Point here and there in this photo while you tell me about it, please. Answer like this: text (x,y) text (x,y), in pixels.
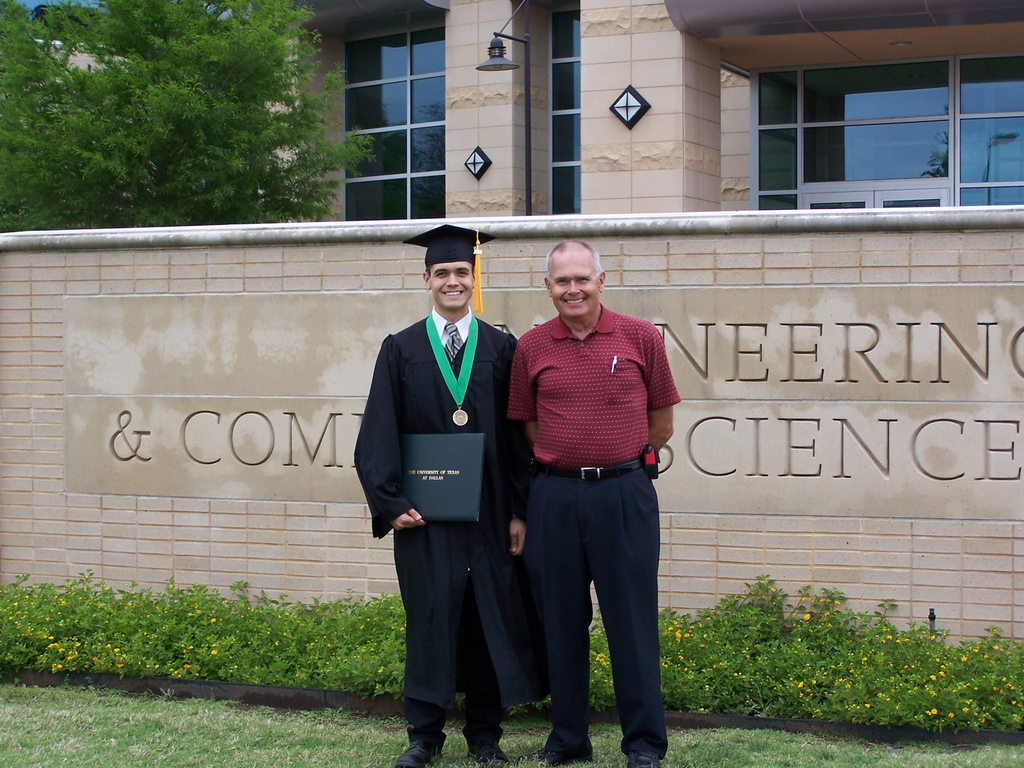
In this image we can see a person (436,341) with a degree (453,494) standing on the grass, holding a file (437,492) and a medal (444,359) around his neck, there we can see another person (569,488) beside him, there we can see few plants (675,668), flowers (189,645), a wall (757,426) with some text (706,355) written on it, a building (591,120), a tree (250,82), few windows (850,112), a light (508,62) attached to the pole (526,153), and some objects (483,163) attached to the wall (612,140).
